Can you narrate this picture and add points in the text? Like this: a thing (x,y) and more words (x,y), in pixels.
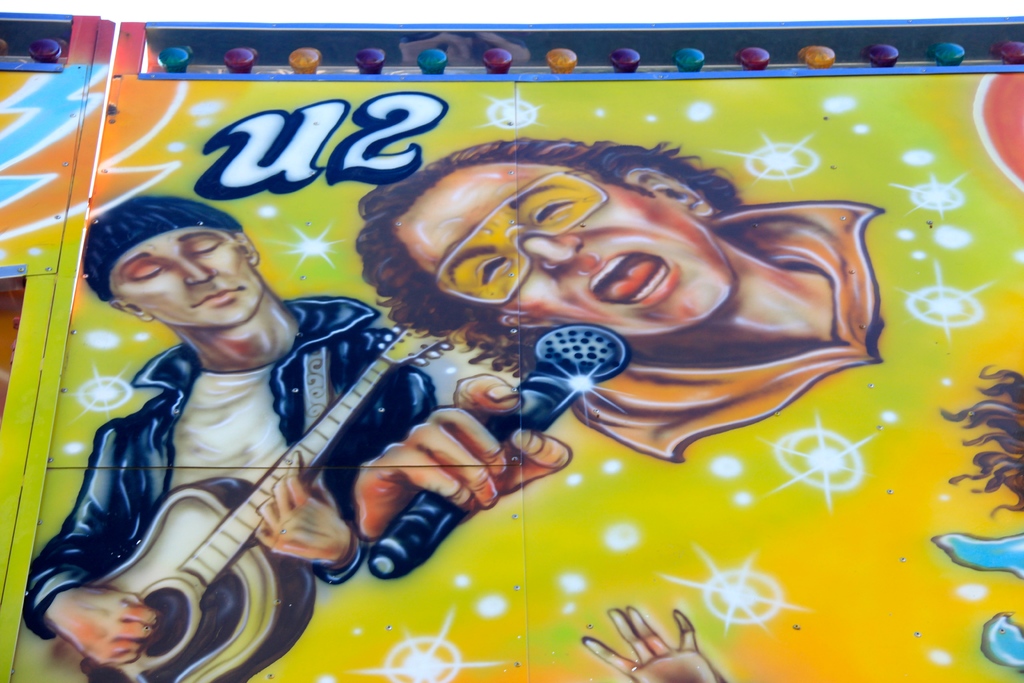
In this image we can see an object (370,458) with painting (793,374) and some colorful lights (1002,48) attached to the object (334,308).
